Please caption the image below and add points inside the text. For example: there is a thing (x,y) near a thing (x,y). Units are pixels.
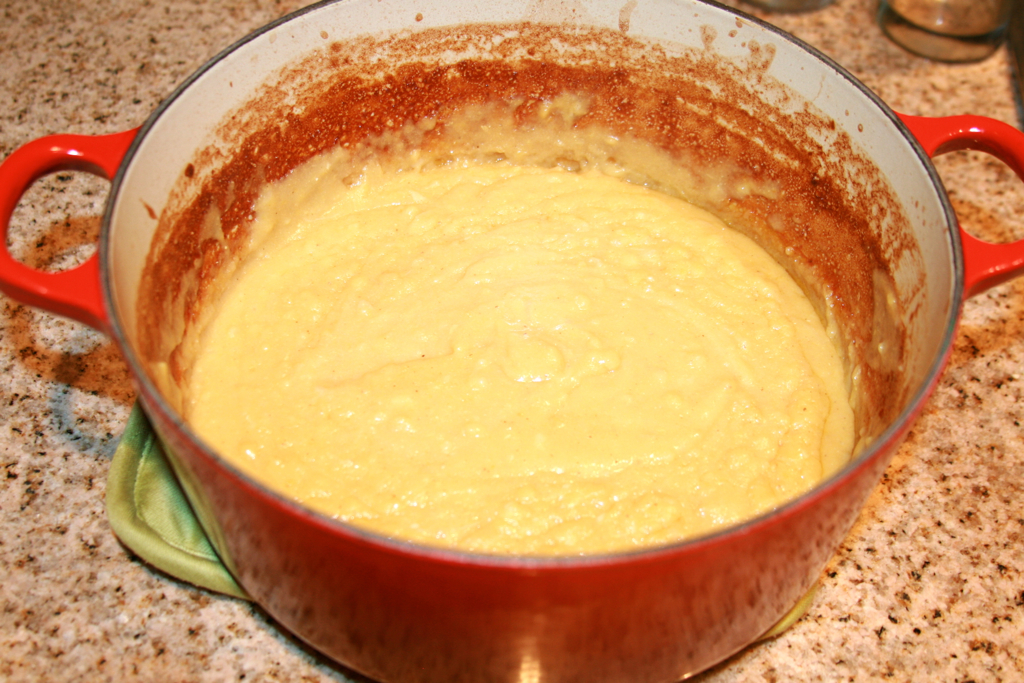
In this image I can see the food (681,413) in the bowl (281,534) and the food (504,317) is in yellow color and the bowl (294,532) is on the cloth (150,488) and the cloth (121,503) is on the brown color surface (81,570).
